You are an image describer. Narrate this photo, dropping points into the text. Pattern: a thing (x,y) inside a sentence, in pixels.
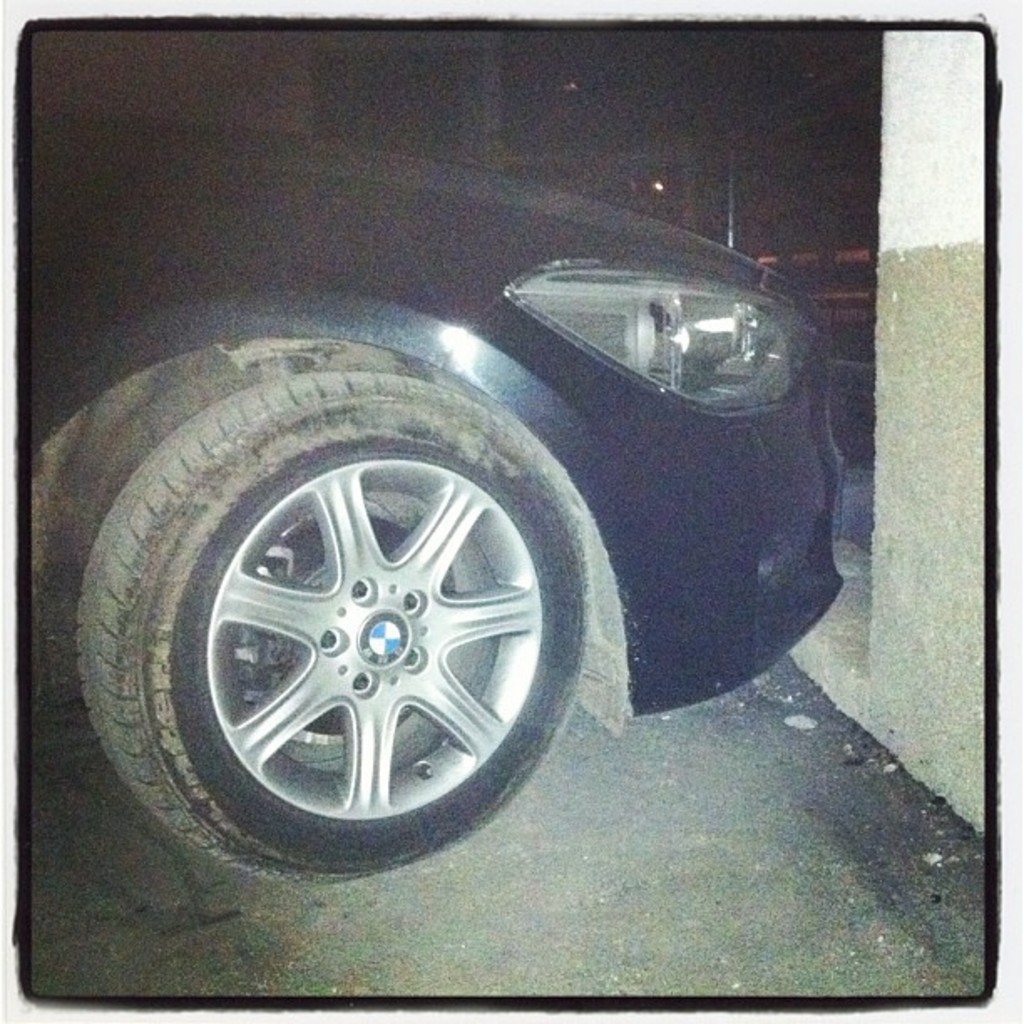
This picture seems to be an edited image with the borders (7,1013). In the foreground (348,417) we can see a vehicle (354,724) seems to be parked on the ground (791,788). In the background (735,223) we can see the metal rod (729,202) and some other items (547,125).
